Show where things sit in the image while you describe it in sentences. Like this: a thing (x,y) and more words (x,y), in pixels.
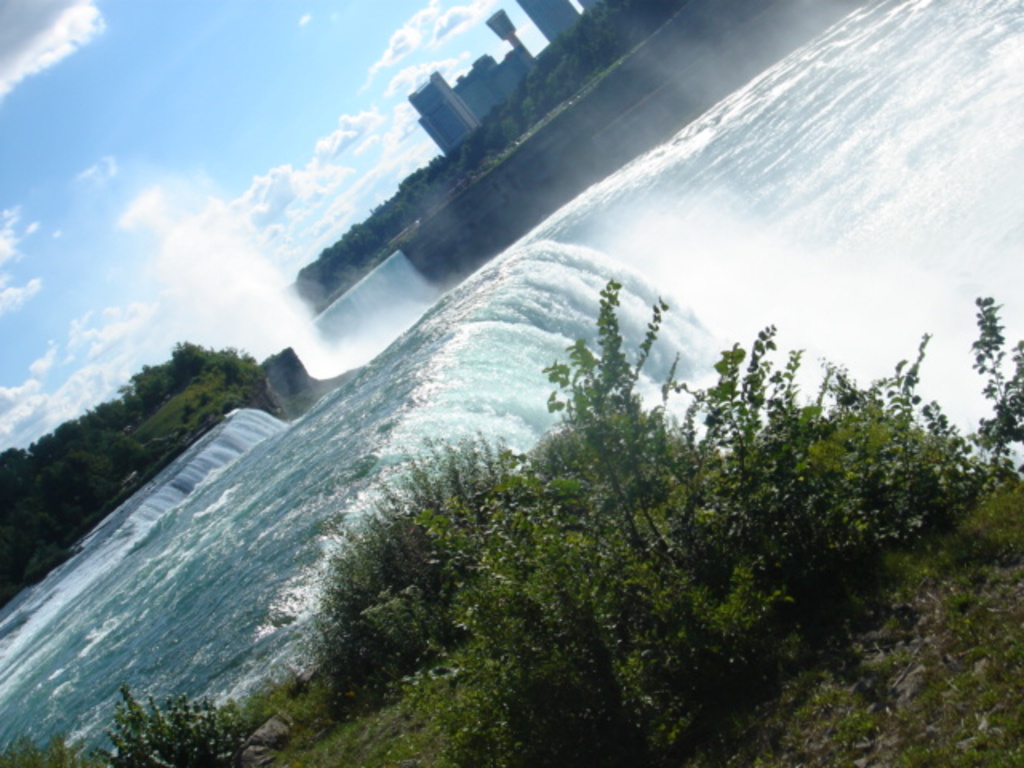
In this image I can see a waterfall (473,300), trees (577,420) and buildings (429,82). The sky (275,154) is in blue and white color.
